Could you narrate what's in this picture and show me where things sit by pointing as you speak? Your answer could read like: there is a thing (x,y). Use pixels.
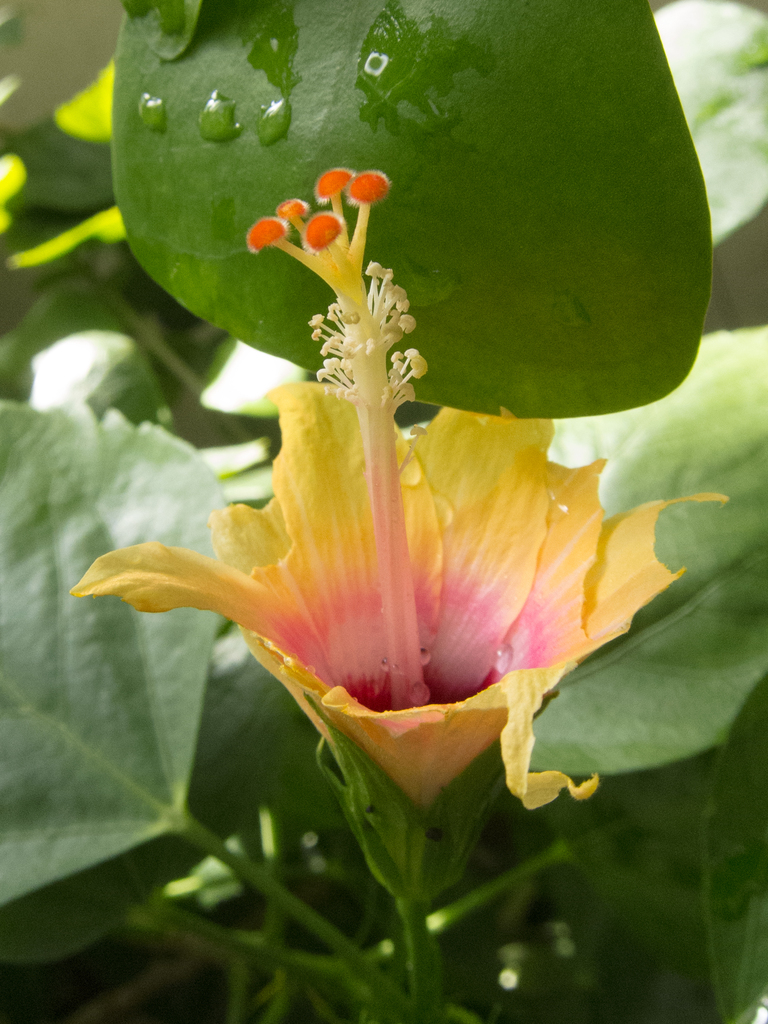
This picture shows plants (438,345) with a flower (516,611). It is yellow and pink in color and we see leaves (431,229) and few water droplets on the leaf (440,270).
